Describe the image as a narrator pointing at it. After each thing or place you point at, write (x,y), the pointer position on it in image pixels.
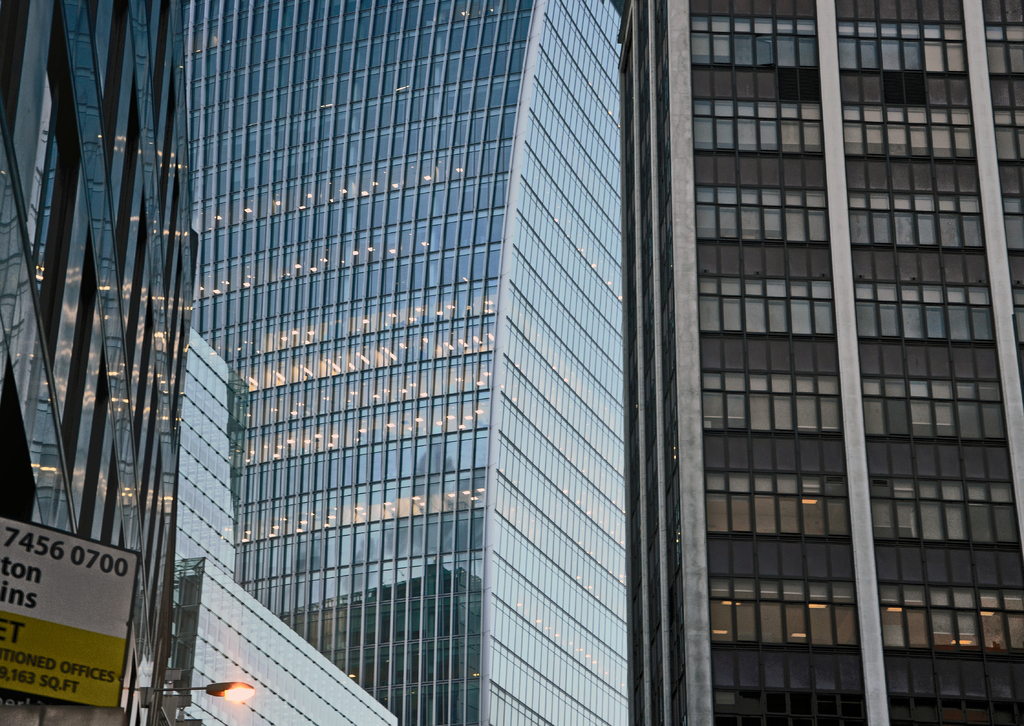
In this picture we can see buildings (373,125) with glass windows (728,410). Inside the buildings (365,395), there are lights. In the bottom left corner of the image (109,700), there is a street light (175,687) and a board (70,622).
